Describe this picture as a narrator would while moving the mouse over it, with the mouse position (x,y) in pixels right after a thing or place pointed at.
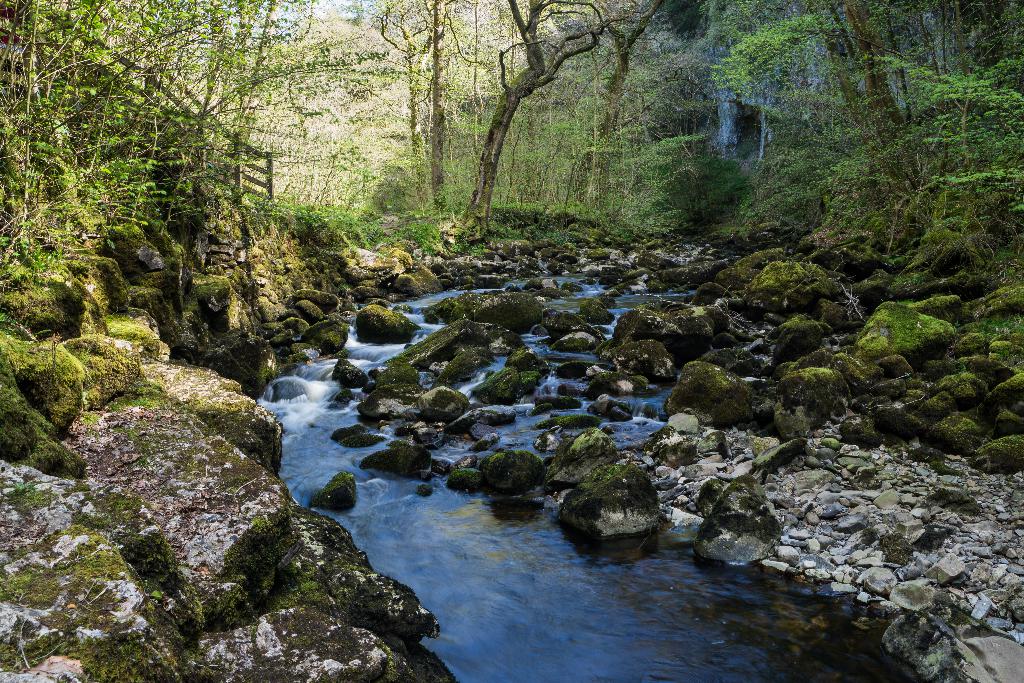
In this image we can see there are trees (577,139). At the center of the image (395,436) there is a water flow (557,363) and there are some rocks (603,402).
